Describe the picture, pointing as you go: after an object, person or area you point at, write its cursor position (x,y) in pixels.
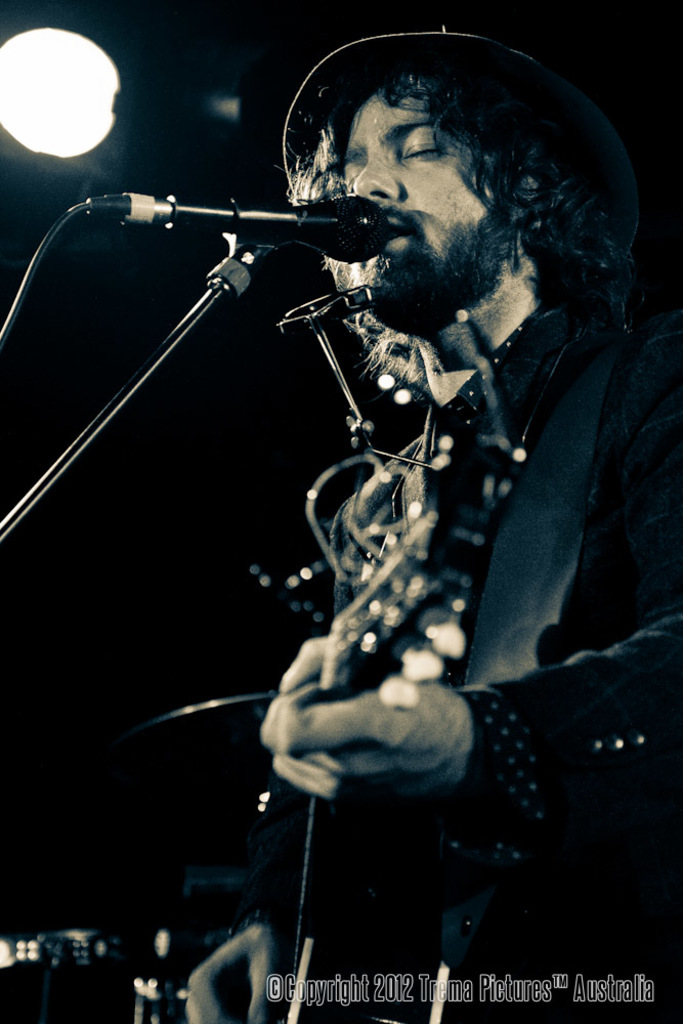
In this picture there is a man (486,410) who is singing on the mic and he is playing a guitar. In the top left corner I can see the light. In the bottom right corner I can see the watermark (648,989).
